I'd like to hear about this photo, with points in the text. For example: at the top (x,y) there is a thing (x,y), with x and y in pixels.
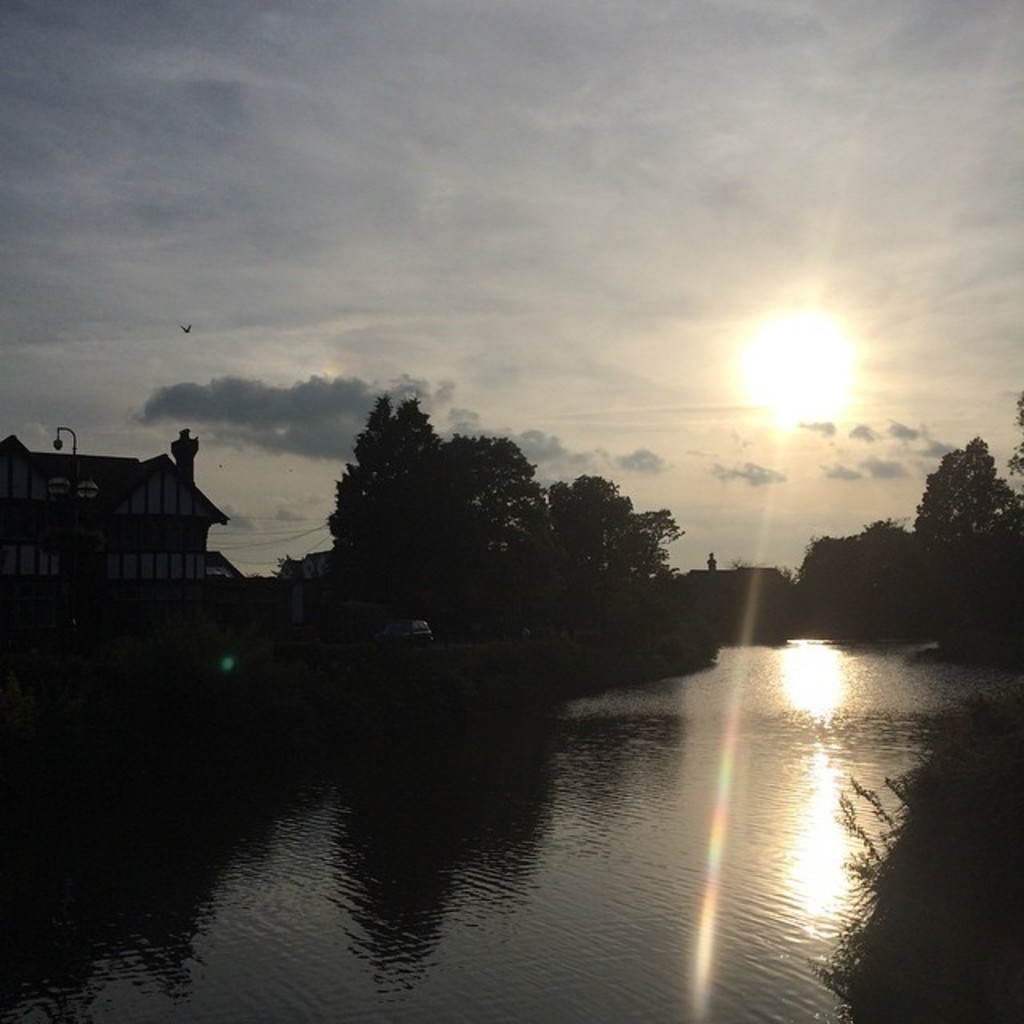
In this picture I can see trees (479,577), water (566,748) and buildings (138,557). In the background (196,288) I can see a bird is flying in the air (247,346), the sky (562,331) and the sun (814,398).
